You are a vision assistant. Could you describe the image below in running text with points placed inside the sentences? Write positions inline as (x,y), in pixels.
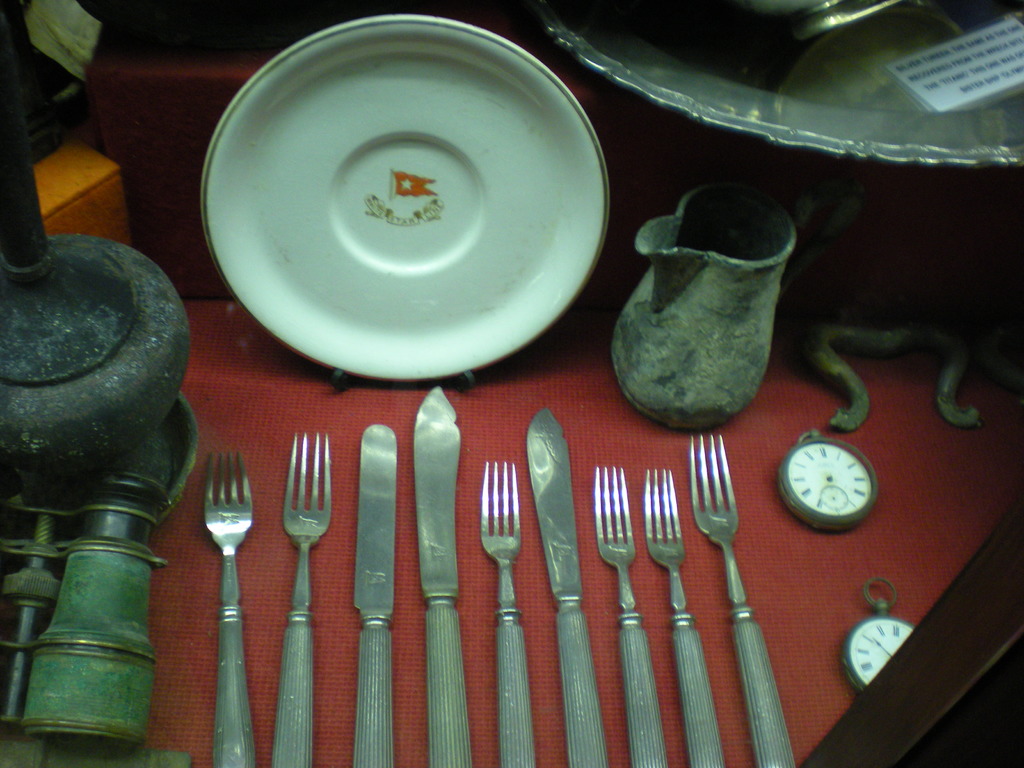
In this picture we can see a plate (472,176), jug (712,196), clocks (791,465), forks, knives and some objects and these all are placed on a surface (634,437).
